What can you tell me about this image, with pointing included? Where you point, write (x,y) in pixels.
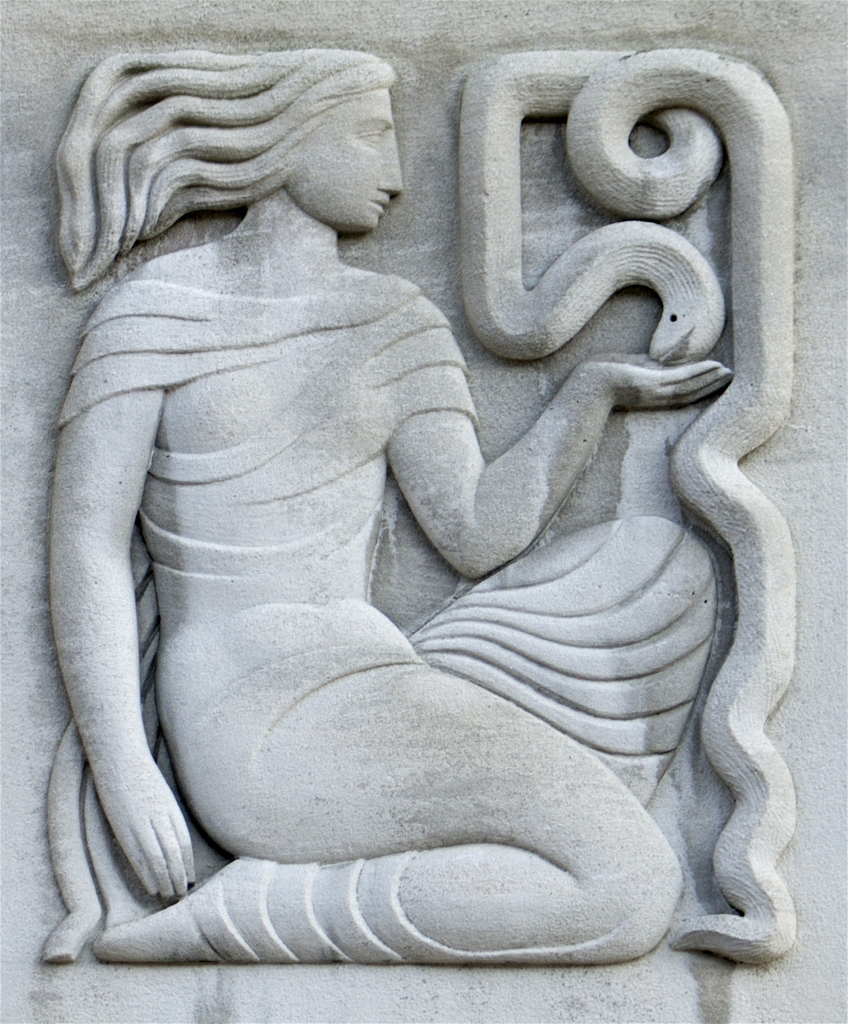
In this image we can see the sculpture (597,903) of a woman (379,461) and also the snake (725,855).
